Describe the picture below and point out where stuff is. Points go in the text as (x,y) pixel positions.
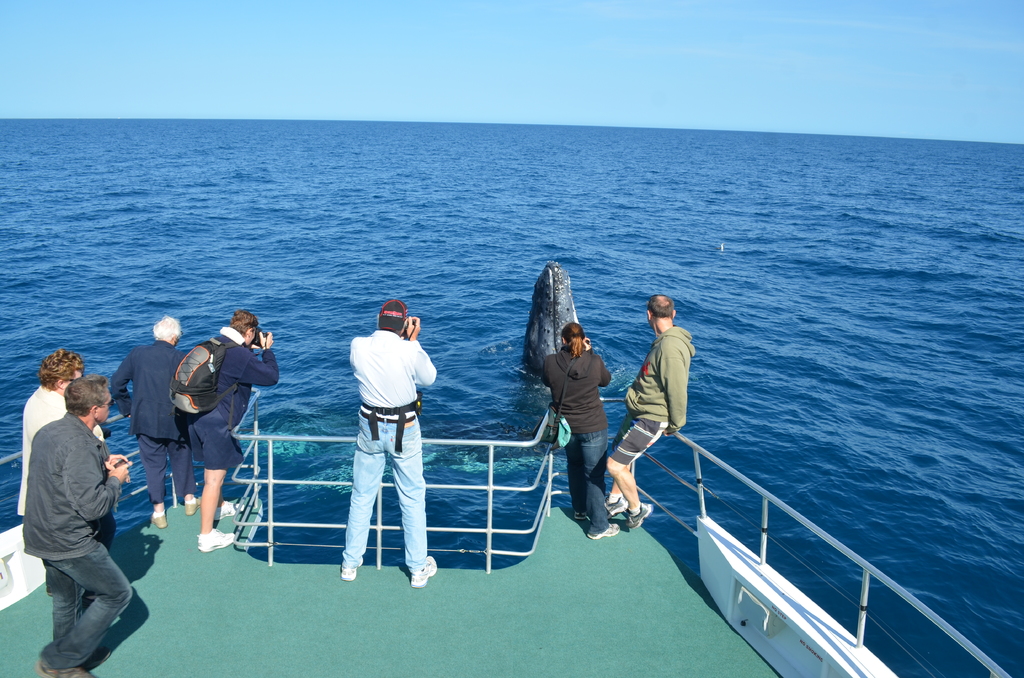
This picture is clicked outside the city. In the foreground (527,523) we can see the group of persons (156,443) standing and seems to be taking pictures and we can see the metal rods (681,441) and an object (599,558) seems to be the ship (564,533) and we can see a marine creature (574,306) which seems to be the whale (571,298) and we can see the person's (667,368), water body (459,182) and the sky (791,73).
